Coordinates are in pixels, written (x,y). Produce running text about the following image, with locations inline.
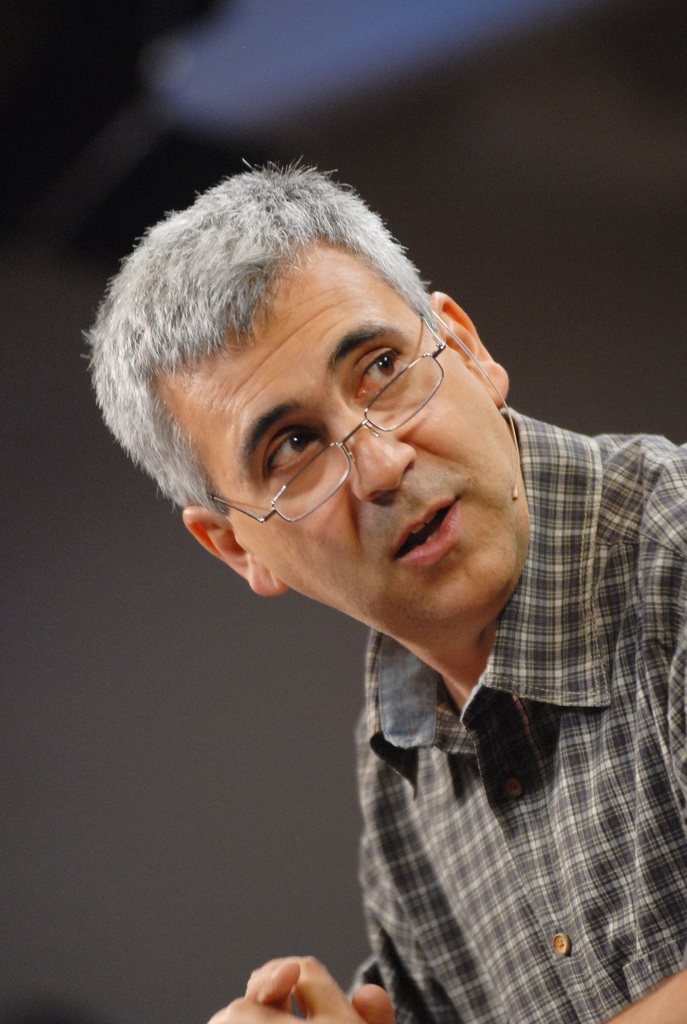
In this picture we can see a man (584,716) in the front (578,783), he wore a shirt (548,709) and spectacles (381,420), there is a blurry background (482,91).
